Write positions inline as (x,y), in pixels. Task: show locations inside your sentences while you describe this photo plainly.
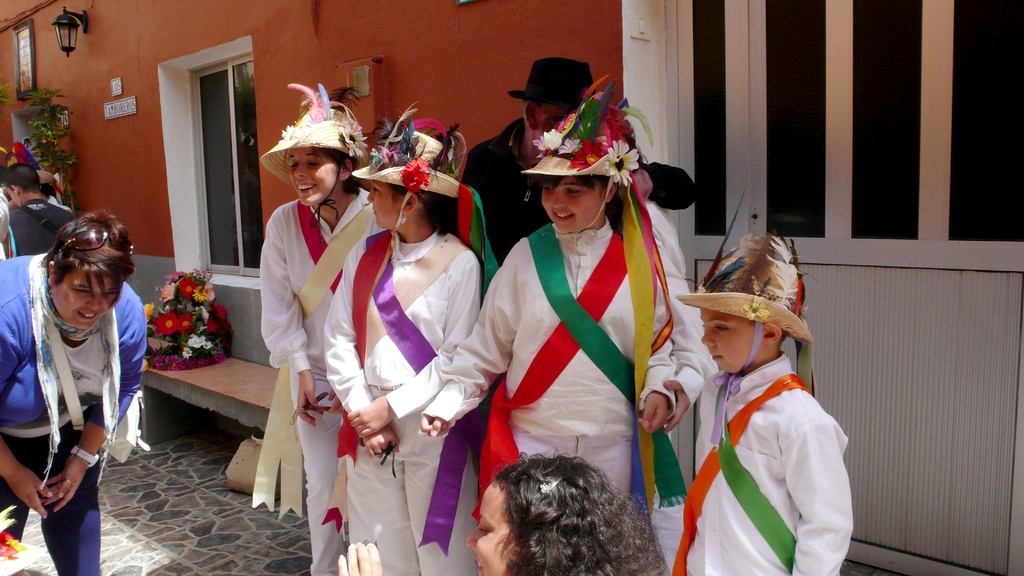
In this image I can see few persons (479,336) wearing costumes (496,446). I can see a window (208,212). I can see a photo frame (18,62) on the wall (119,188). In the background (89,166) I can see an orange wall (96,168).
